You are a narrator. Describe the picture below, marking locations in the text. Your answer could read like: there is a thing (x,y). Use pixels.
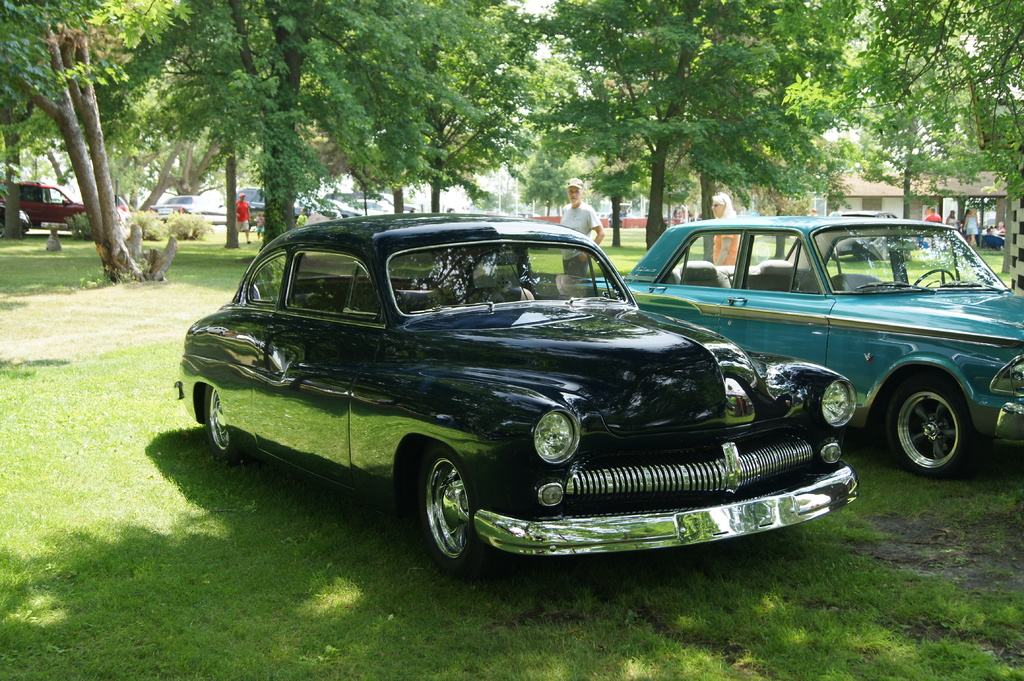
In this image, we can see two cars (690,327). There is a person (579,221) in the middle of the image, standing and wearing clothes (574,233). In the background of the image (399,74), there are some trees (949,87).
